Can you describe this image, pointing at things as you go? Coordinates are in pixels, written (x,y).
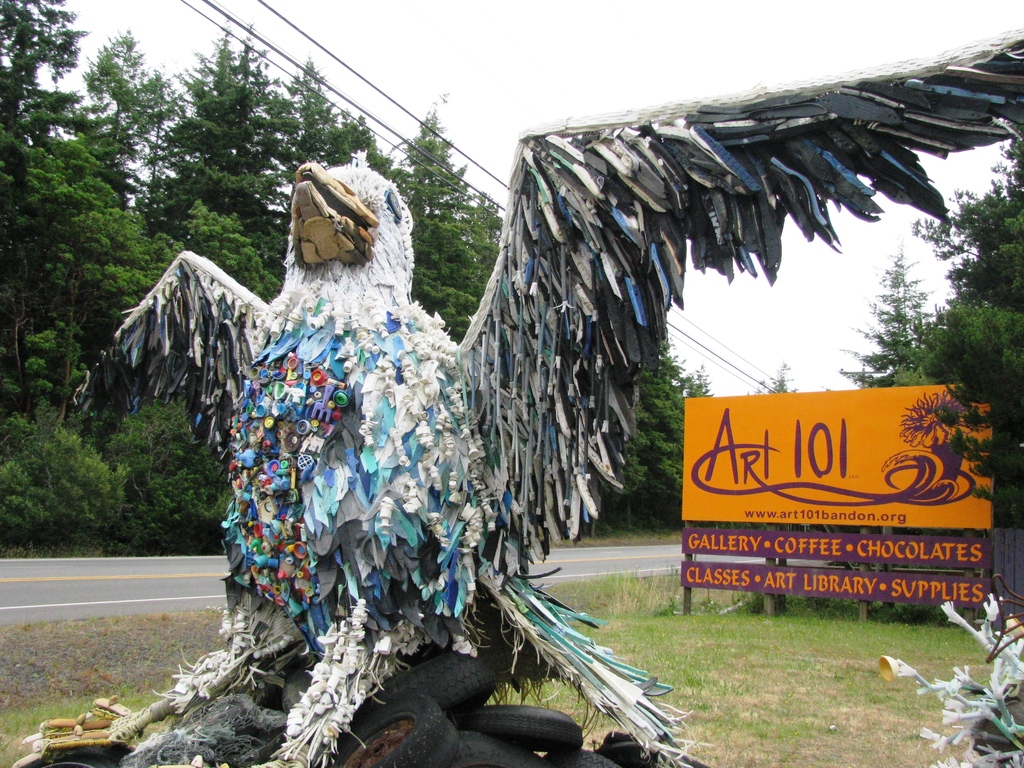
In this image there is an eagle (460,399) with waste items (464,461), in the background (115,611) there is a road (646,562) and there is a board (770,512), on that board (852,493) there is some text (804,512) and there are trees (926,357).
